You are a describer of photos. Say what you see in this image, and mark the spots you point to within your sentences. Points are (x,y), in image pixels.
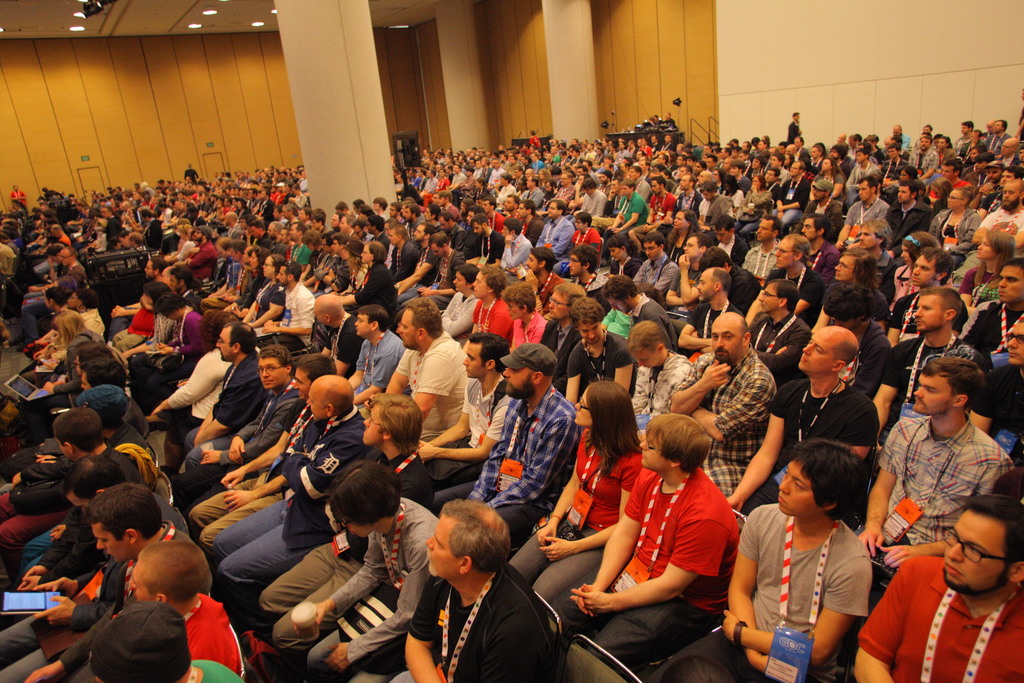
In this image there are people (970,465) sitting on chairs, in the middle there is a pillar (357,105), in the background (40,71) there is a wall (744,14), at the top (180,24) there is a ceiling (201,23) and lights (82,11).
